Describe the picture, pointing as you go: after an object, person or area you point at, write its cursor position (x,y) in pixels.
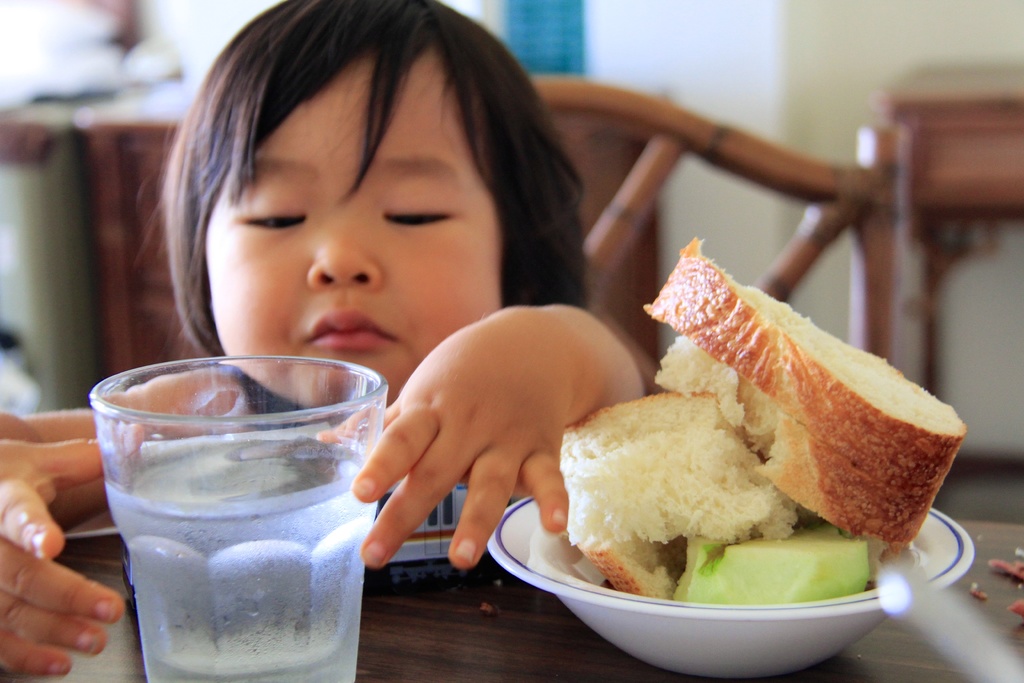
In this picture we can see a kid (471,349), the kid (471,349) is seated on the chair (769,182), in front of the kid (579,374) we can see bread (627,456) and other food (834,549) in the bowl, beside to the bowl (521,507) we can find a glass (217,471) on the table (424,606).
